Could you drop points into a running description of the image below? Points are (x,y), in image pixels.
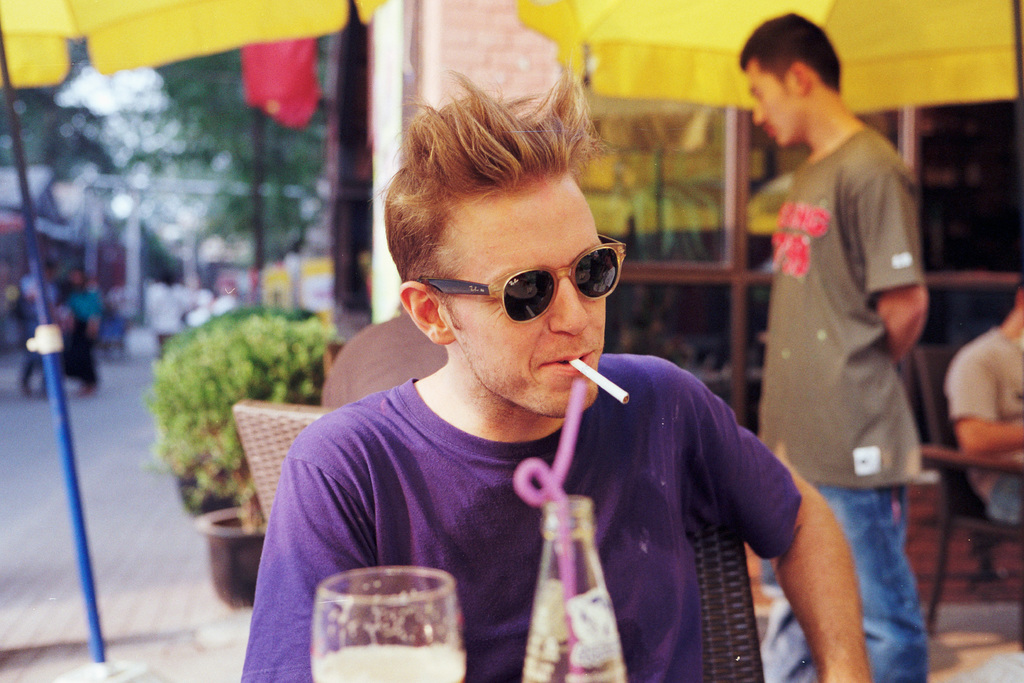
In this picture I can observe a man (483,480) sitting in the chair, wearing violet color T shirt (433,472). He is holding a cigarette (583,365) in his mouth (561,363). The man (537,325) is wearing spectacles (487,290). In front of him there is a glass (453,622) and a bottle (548,604). On the right side (813,292) there is another person (821,327) standing. I can observe yellow color umbrellas (665,53) on the top of the picture (127,50). In the background (180,165) there are trees (235,115) and plants (235,365).
